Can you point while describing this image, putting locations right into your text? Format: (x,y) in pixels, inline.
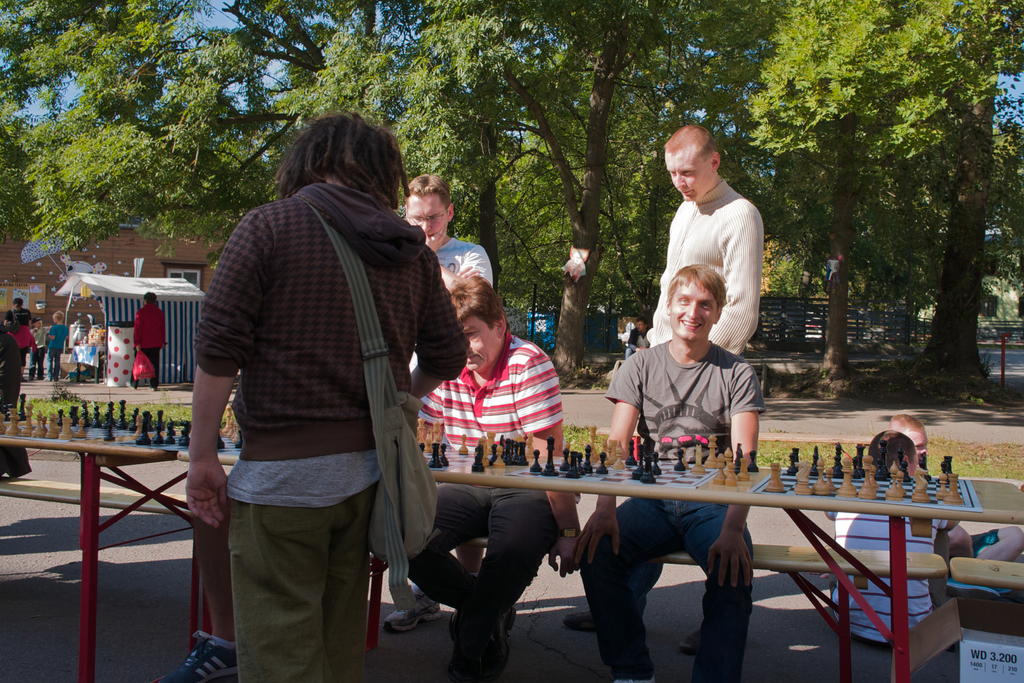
In this image there is the sky (229,21) towards the top of the image (176,32), there are trees (515,98), there is a building (114,246) towards the left of the image (144,242), there is a tent (186,332), there are a group of persons (151,359) standing, there are tables (992,519), there are chess boards (970,495) on the table (991,492), there are chess pieces (820,471), there are two men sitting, there are three men (332,373) standing, there is a man (436,299) wearing a bag (338,256), there are two persons (890,445) sitting on the bench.
